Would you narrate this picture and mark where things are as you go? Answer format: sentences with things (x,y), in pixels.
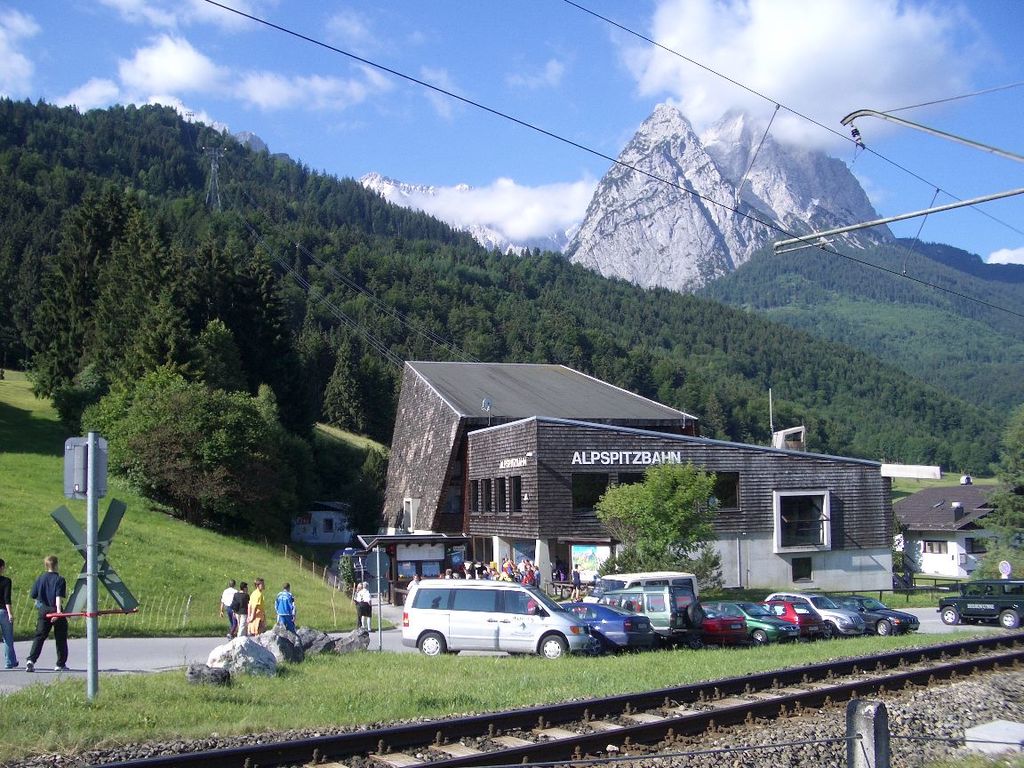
In this image I can see few railway tracks (689,730) in the front (812,697). In the background (672,664) I can see grass ground (337,676), number of vehicles (627,594), few buildings (732,479), number of trees (376,358), number of people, mountains (786,188), clouds (756,17) and the sky (517,92). On the top of this image (921,104) I can see few wires (921,104) and in the centre (673,452) I can see something is written on a building (619,442). On the left side of this image (87,543) I can see a pole (93,695).
